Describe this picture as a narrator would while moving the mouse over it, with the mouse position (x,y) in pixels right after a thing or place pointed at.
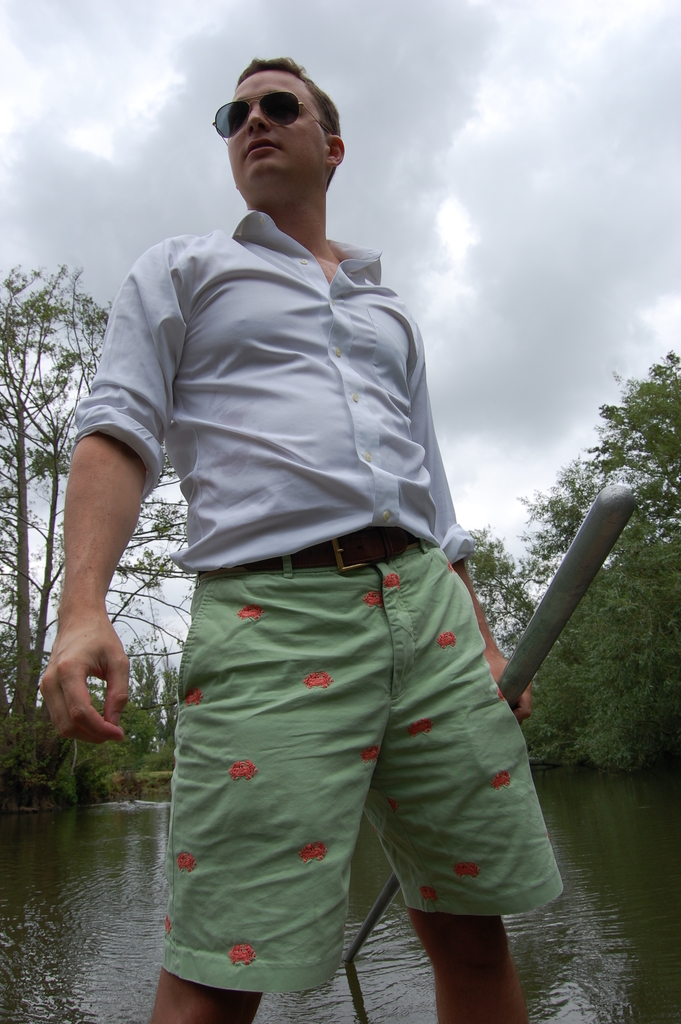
In this image there is one person (314,678) standing and holding a stick (525,642) and he is wearing white color shirt (336,414) and there is a lake (140,916) at bottom of this image (117,850) and there are some trees (156,510) in the background (14,504) and there is a cloudy sky (457,94) at top of this image (394,137).
